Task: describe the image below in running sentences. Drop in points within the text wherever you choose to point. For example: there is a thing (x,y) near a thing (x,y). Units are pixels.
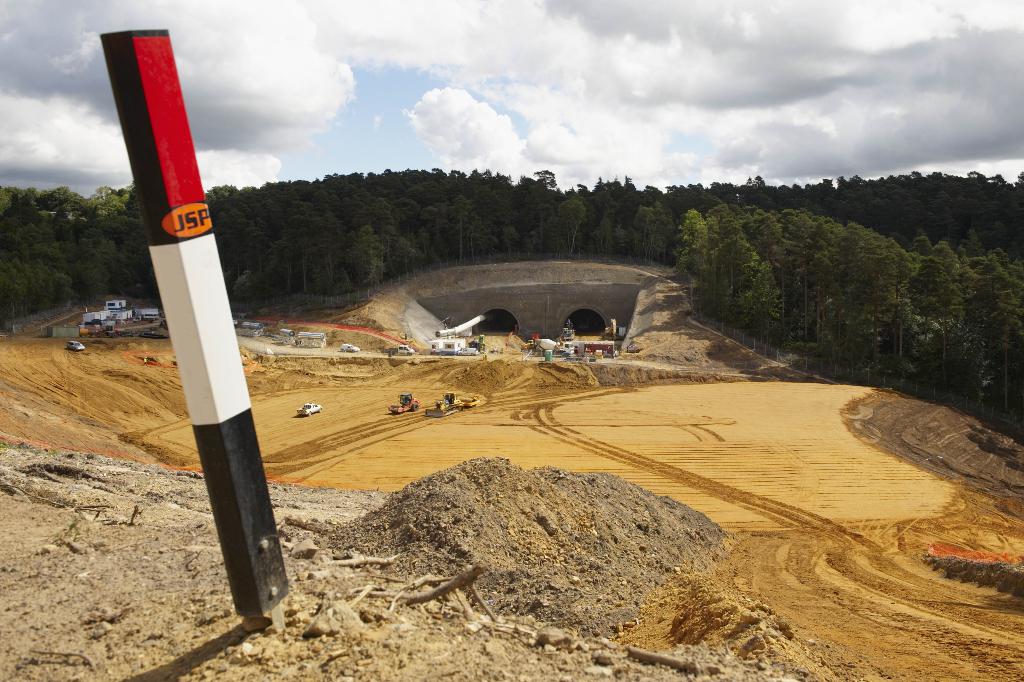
In this picture i can see a pole (236,445) on the ground (183,458). In the background (514,332) i can see two tunnels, vehicles (526,344) on the ground (468,411). I can also see sky (556,90), trees (698,246) in the background (496,80).
